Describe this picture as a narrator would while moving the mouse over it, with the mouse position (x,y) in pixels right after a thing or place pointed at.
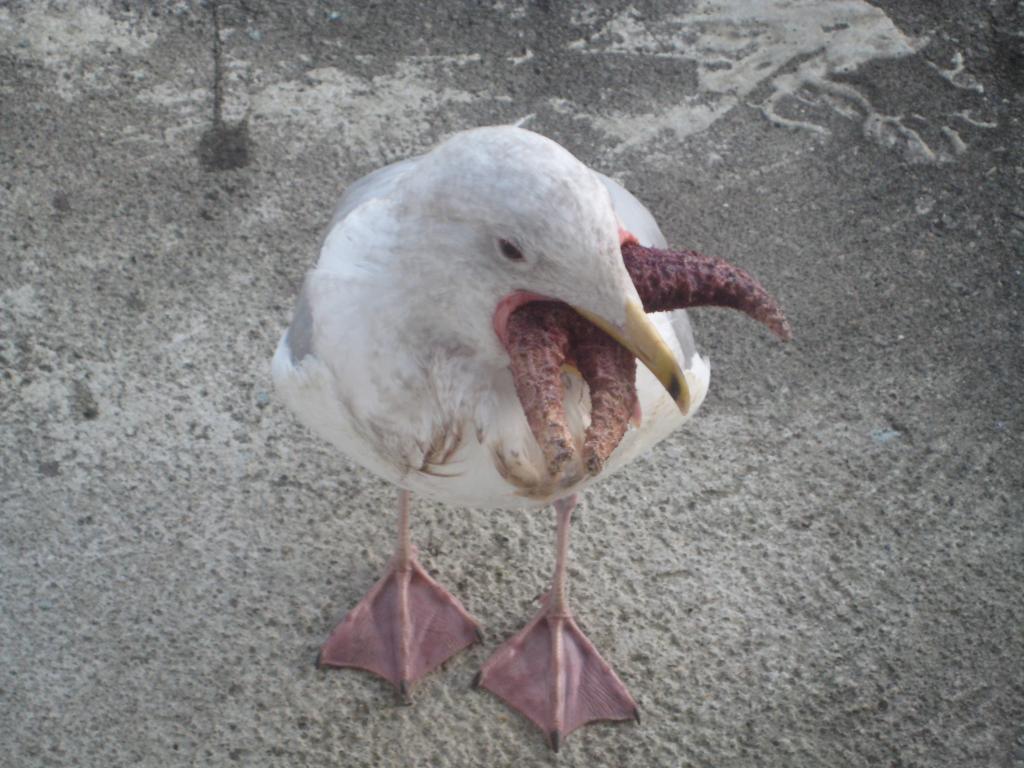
In this image we can see a bird (447,397) holding something (546,392) with its beak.
